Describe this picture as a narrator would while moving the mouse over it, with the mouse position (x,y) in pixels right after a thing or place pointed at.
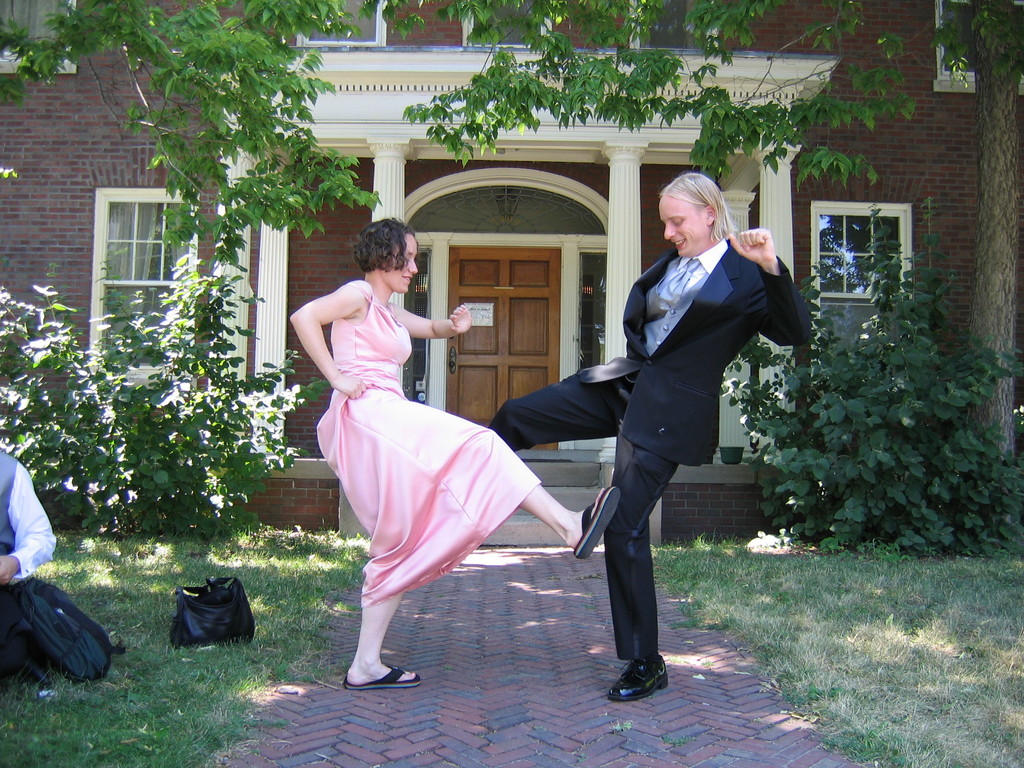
In this picture there are two persons (429,476) standing. At the back (512,517) there is a building (523,243) and there is a poster (471,309) on the door (497,309) and there is a curtain (117,273) behind the window (134,190). At the back (141,416) there are trees (1008,402). On the left side of the image (243,533) there is a person (10,461) sitting on the grass (105,746) and there are two bags (58,595) on the grass (159,575).
